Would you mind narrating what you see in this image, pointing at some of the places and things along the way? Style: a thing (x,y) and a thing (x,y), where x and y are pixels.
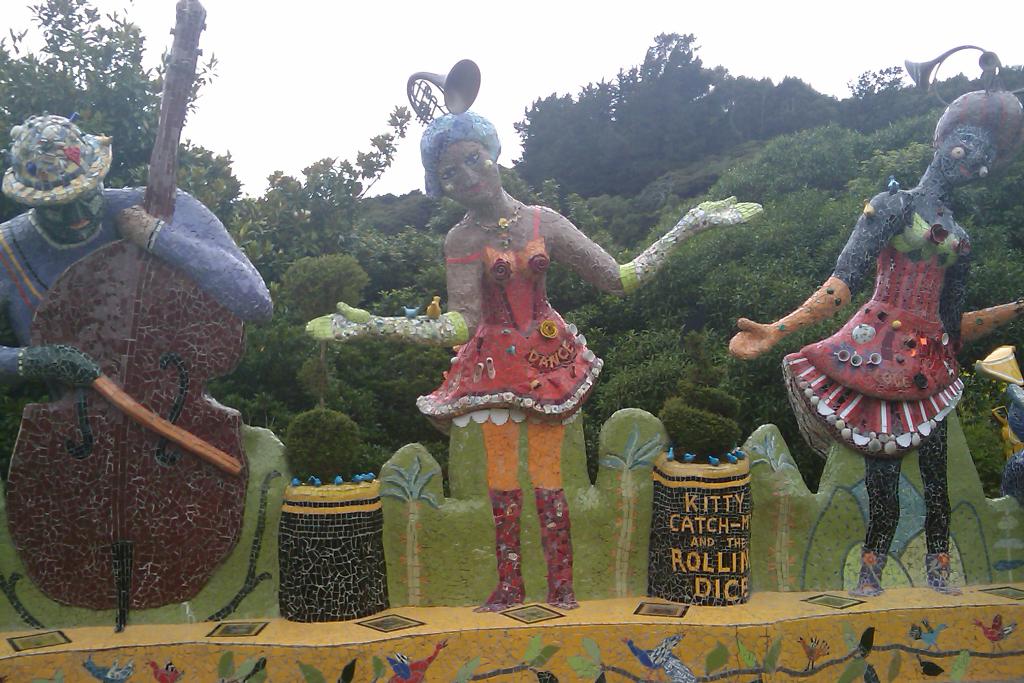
In this image, we can see sculptures (118,539) and paintings (773,518). In the background (369,384), there are plants (700,341), trees (645,171) and the sky (387,129).
